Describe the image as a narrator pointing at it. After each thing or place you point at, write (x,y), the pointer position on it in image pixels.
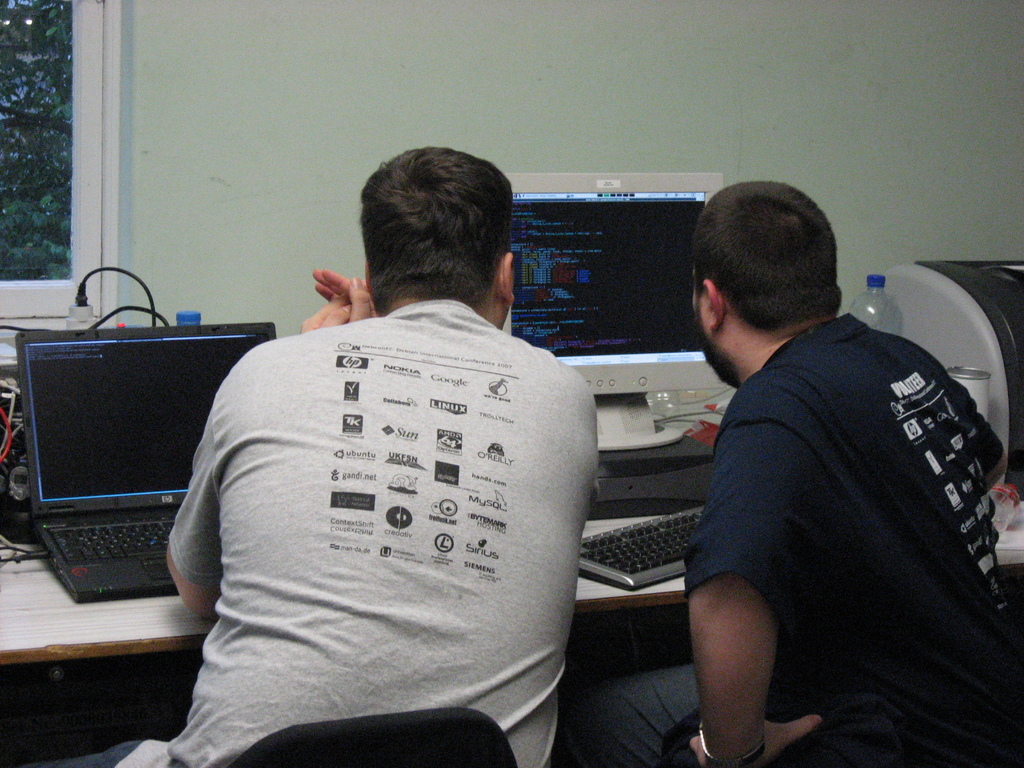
In this picture there are two person (846,537) looking at a computer (658,296) and both of them are on a chair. In front of left person (349,497) there is a laptop (135,485). On the table (54,629) there is a bottle (880,312), can (959,370), keyboard (675,539) and some objects (13,420). At the top (677,48) there is a wall (487,47). On the left side (75,111) there is a window (71,223). And here it's a tree (47,86).
